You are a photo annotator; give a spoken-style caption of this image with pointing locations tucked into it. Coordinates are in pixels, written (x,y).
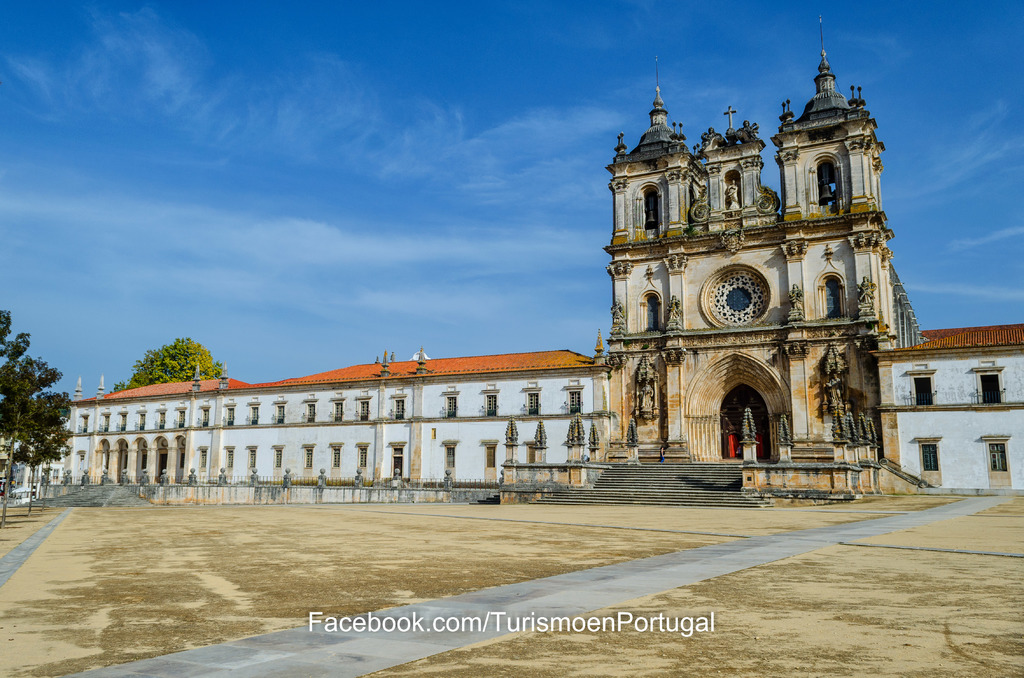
In this image there is a building (659,385) with stairs (710,470), beside the stairs (676,482) there is a metal rod fence (367,486), on the corner of the image there are trees (35,436), at the top of the image (562,198) there are clouds (545,212) in the sky (480,349), at the bottom of the image (466,622) there is some text (577,619) and there is pathway (666,554) in front of the building (811,401).
